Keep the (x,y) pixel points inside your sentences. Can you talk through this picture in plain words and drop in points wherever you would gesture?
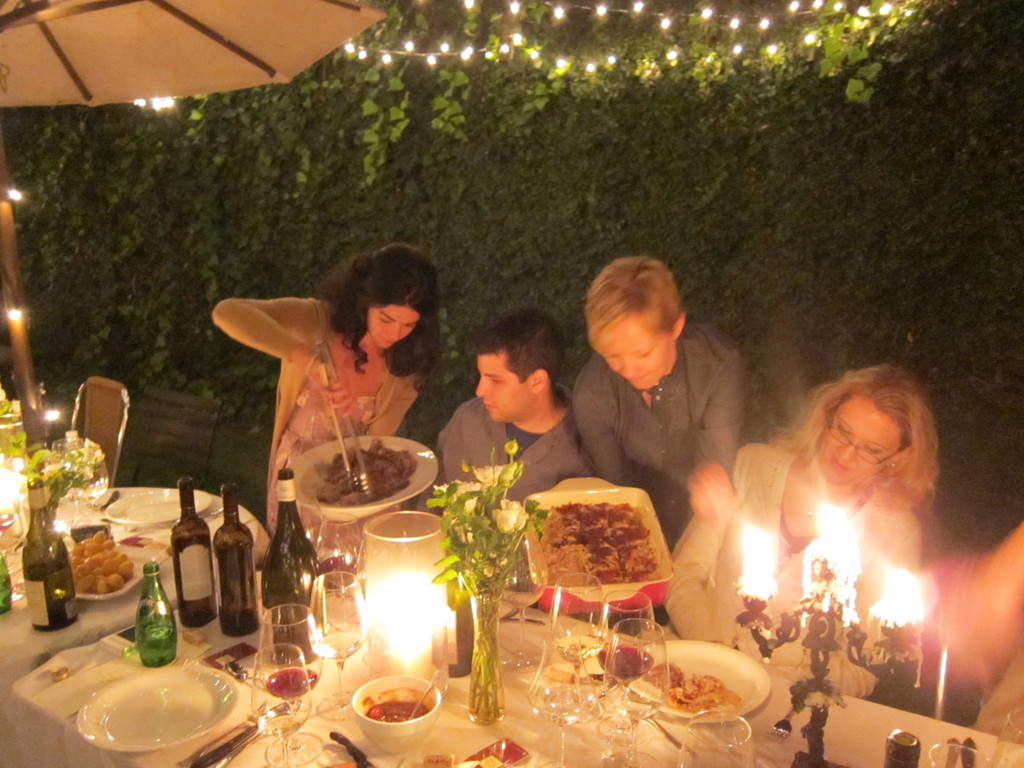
In this picture there is a man (495,411) and woman (820,469) sitting on a chair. There are two women (607,436) standing. There is a bowl (395,726), plate (213,720), bottle (190,615), food (422,708), candles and other items (88,489) on the table (245,670). There are some lights (671,49) and plants (625,229) at the background (392,226).
